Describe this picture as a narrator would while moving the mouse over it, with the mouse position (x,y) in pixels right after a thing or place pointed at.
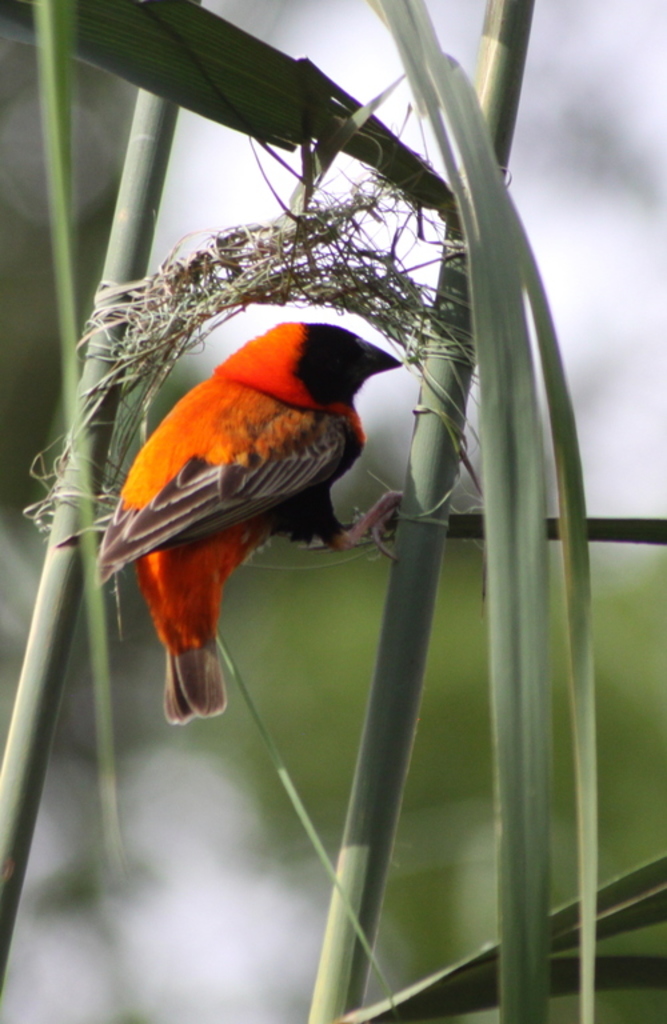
In this image we can see a bird (168,424) and plants (448,403). The background of the image (270,604) is blurred.
